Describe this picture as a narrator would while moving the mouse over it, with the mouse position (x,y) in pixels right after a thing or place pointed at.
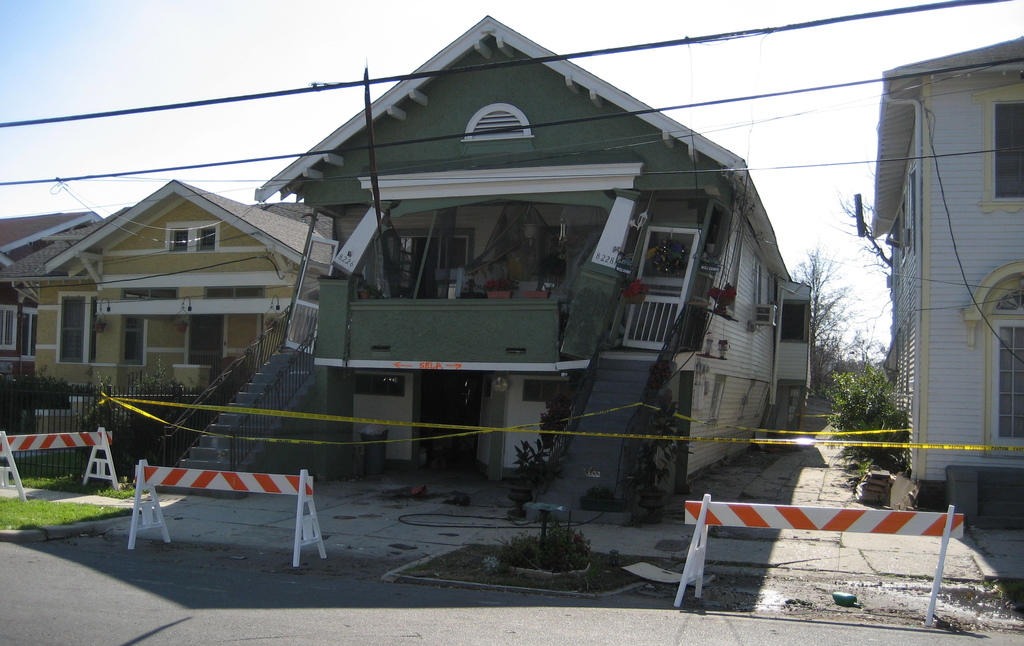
In this image I can see a road (447,630), three traffic barricades (10,454), few buildings (487,412), number of plants (654,393), stairs (222,414), railings (206,395) and yellow colour tape barricades (315,417). I can also see wires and the sky (784,69) on the top side (843,58) and on the left side (14,395) I can see Iron fencing (6,418).
